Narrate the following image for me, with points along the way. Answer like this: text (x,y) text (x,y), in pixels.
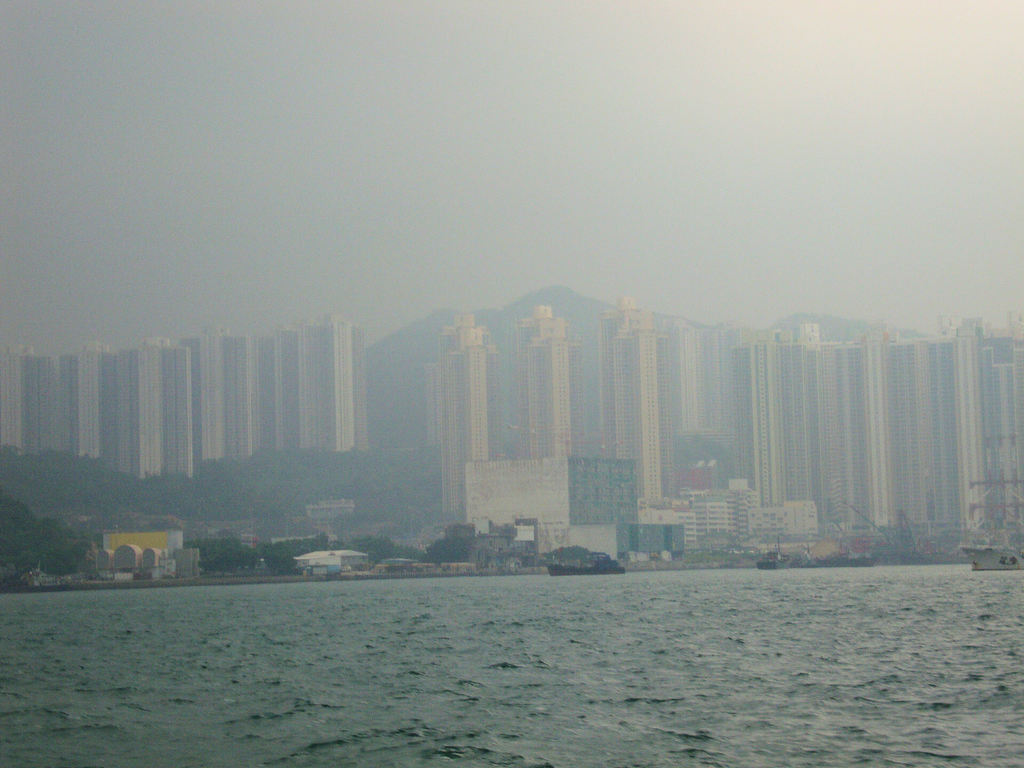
In this image at the bottom (594,618) there is a river (697,663) and in the background (246,476) there are some buildings (891,443), skyscrapers (891,443), houses (129,553) and trees (442,543). In the river (537,642) there are some boats (766,559), on the top of the image (378,204) there is sky (877,232).
